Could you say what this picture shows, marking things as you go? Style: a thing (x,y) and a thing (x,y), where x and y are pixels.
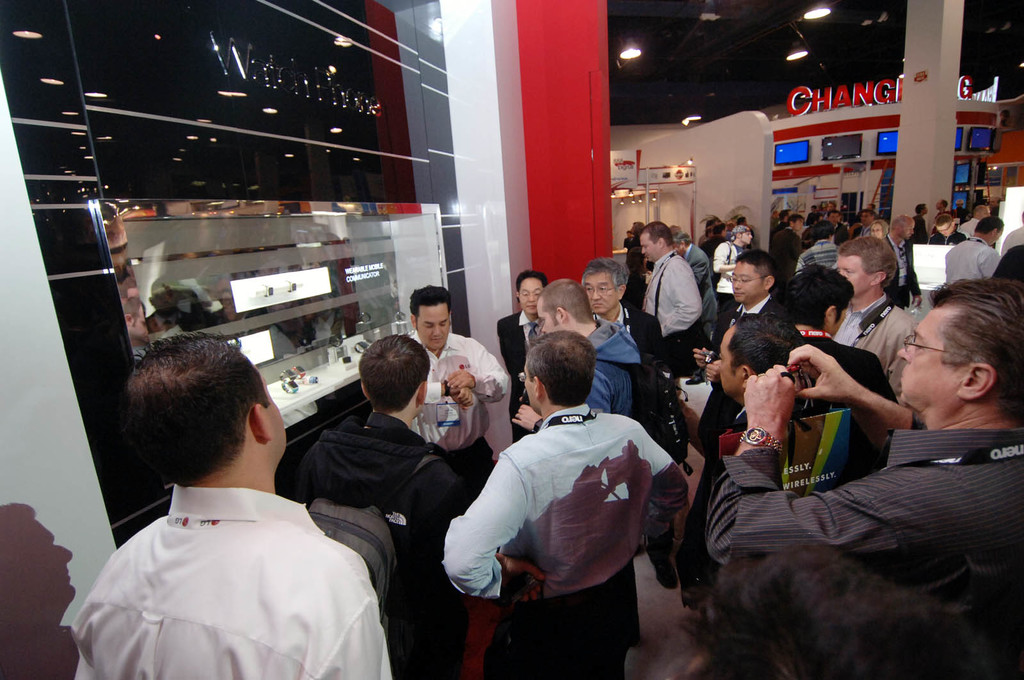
In this picture I can observe some people (522,375) standing on this floor (496,602). There are men (633,419) in this picture. In front of them there are watches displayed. On the right side (924,112) I can observe a pillar (912,119). In the background (712,148) there is a wall (710,156).
